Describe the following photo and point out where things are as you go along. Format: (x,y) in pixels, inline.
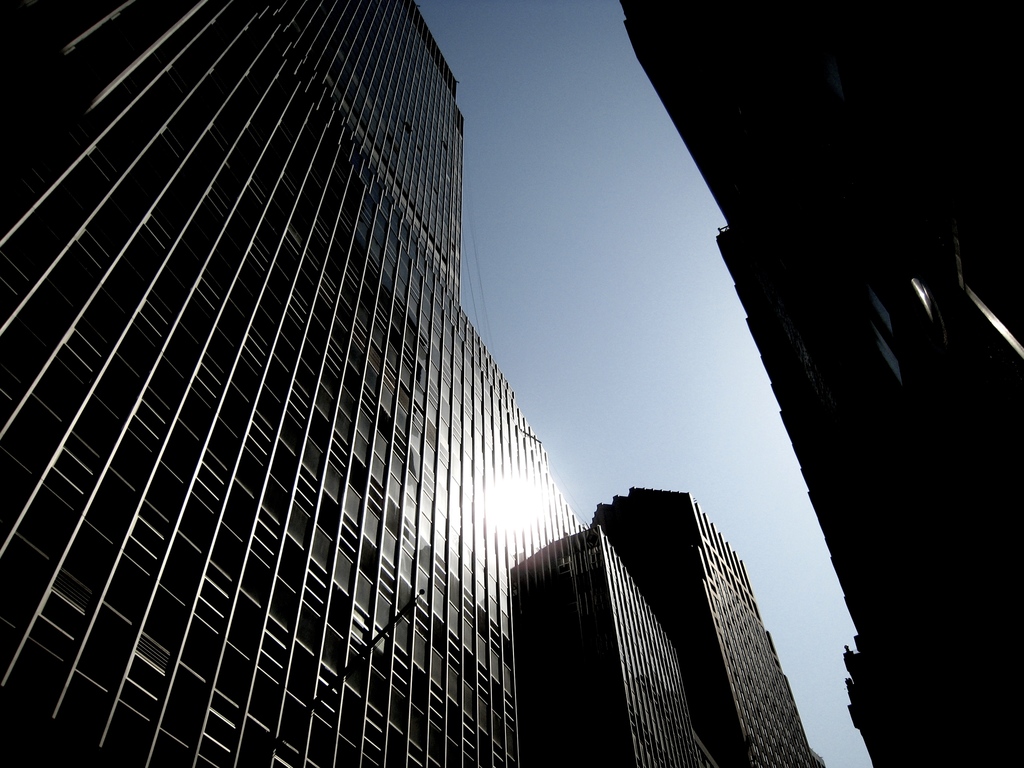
In this image I can see buildings (851,437) and the sky (625,286). This image is taken may be during a day.
